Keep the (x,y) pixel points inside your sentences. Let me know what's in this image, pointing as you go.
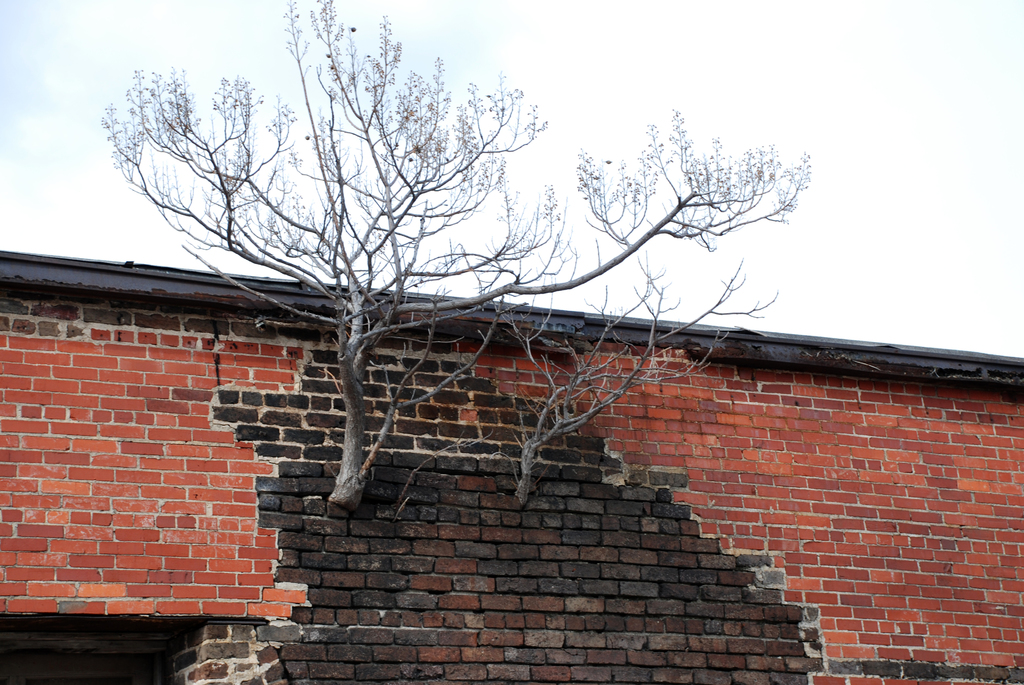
In this image, I can see the trees (358,384) and a wall (484,541). In the background (82,191), there is the sky (163,49).
